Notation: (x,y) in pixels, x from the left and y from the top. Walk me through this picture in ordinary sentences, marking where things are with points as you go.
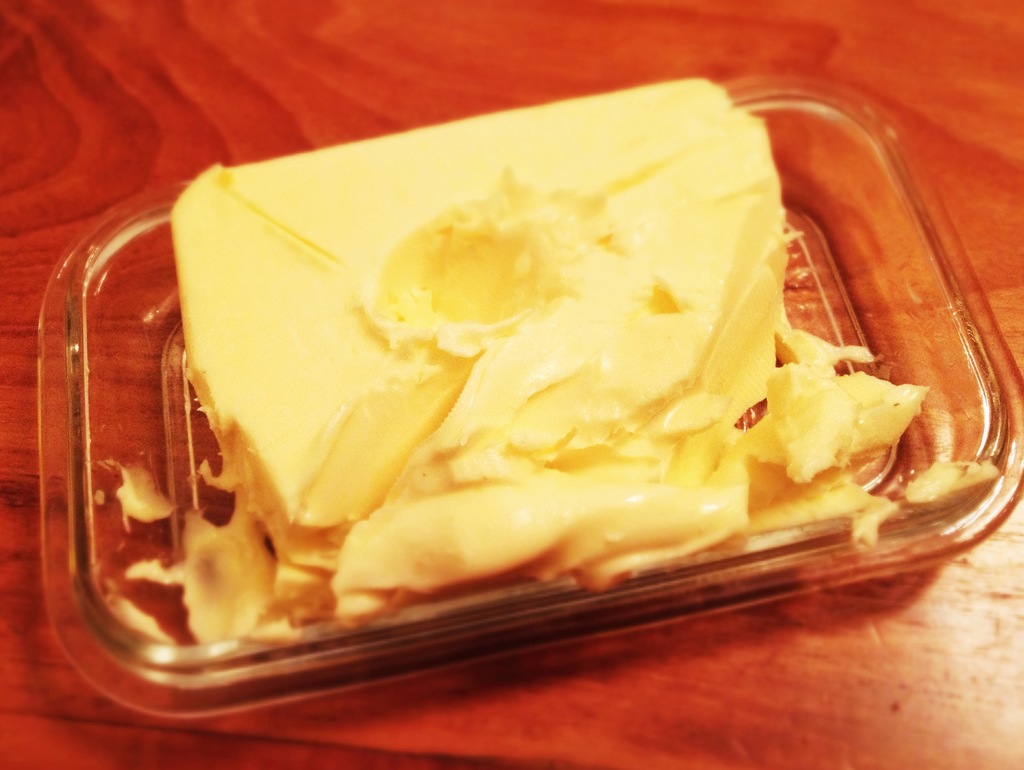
In this image I can see a butter (614,231) in the glass tray (907,263). It is on the brown color surface (768,46).
